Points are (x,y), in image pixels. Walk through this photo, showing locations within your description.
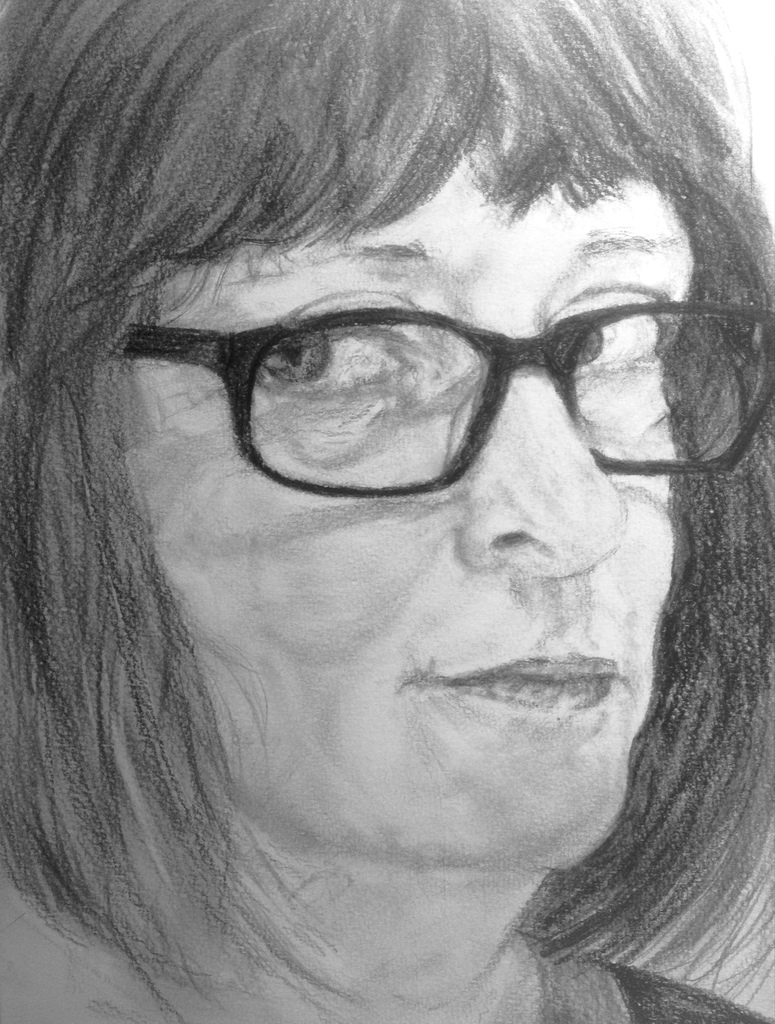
This picture is sketch. We can see a lady (405,483) wearing spectacles (477,419).
